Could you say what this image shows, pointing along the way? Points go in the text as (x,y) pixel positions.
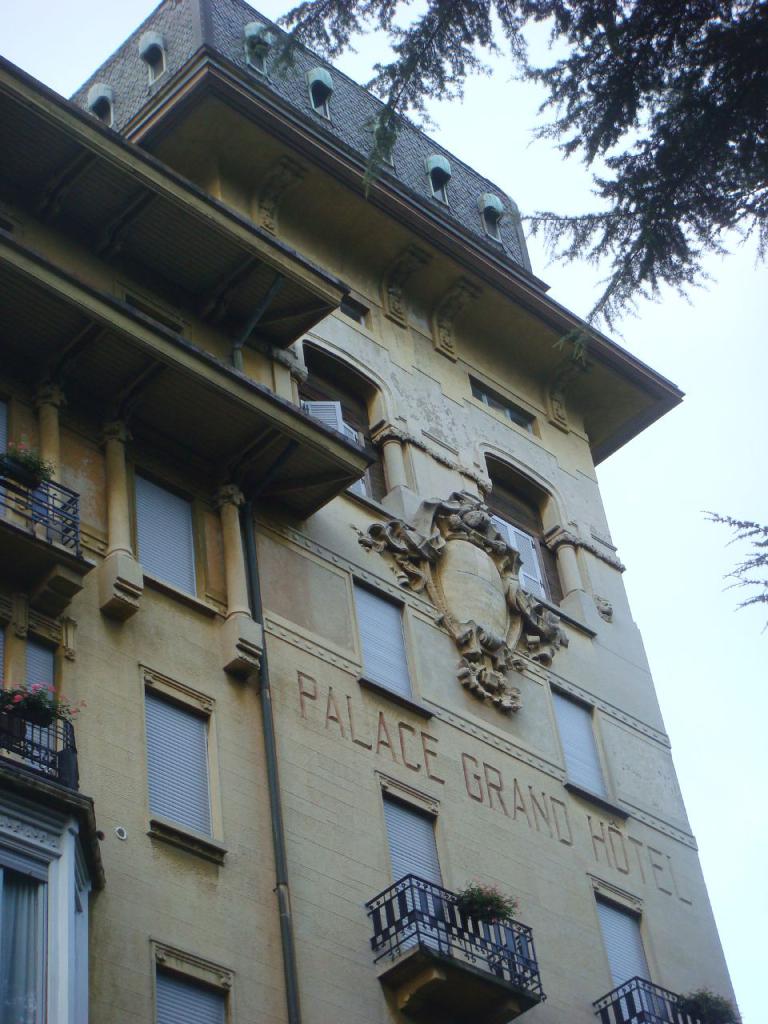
In this image I can see a building (212,787) along with the windows (167,765). At the top (534,31) I can see the sky (513,165) and a tree (630,87).
